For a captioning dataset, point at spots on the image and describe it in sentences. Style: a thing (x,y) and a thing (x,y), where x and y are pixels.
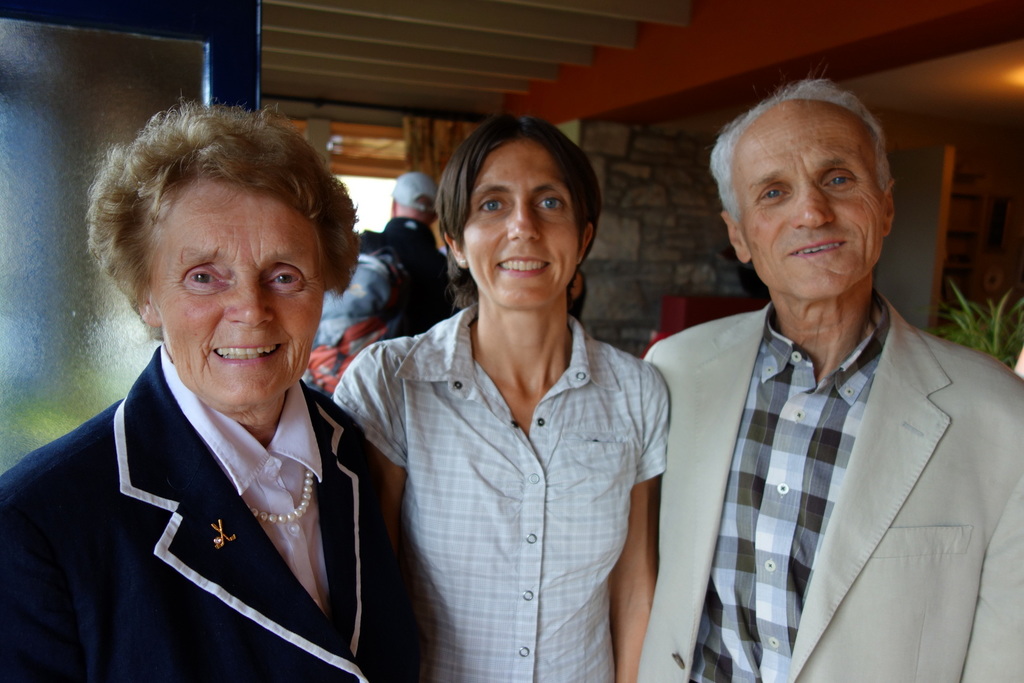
In this picture there are three people (705,327) standing and smiling. In the background of the image (370,234) there is a person (405,317) carrying a bag (377,262) and we can see plant (1013,362), light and wall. On the left side of the image (149,87) we can see glass (124,70).
